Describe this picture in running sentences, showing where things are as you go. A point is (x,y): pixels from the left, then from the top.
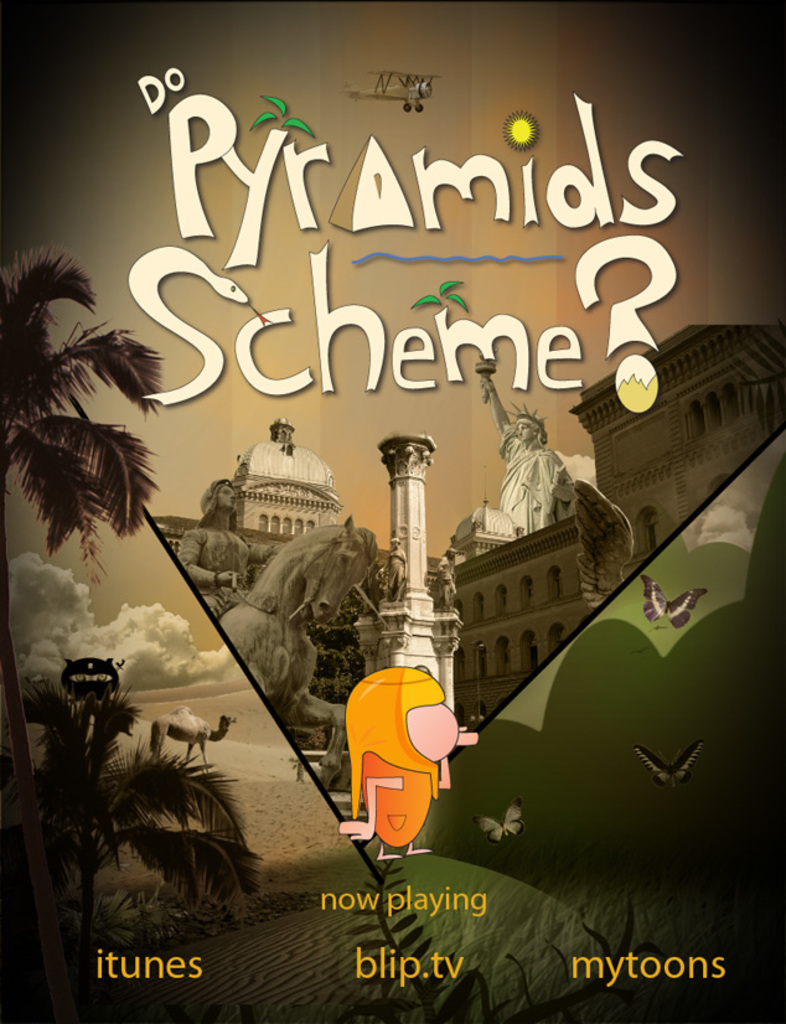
In this image I can see the poster (368,621) and I can see few buildings (476,584), butterflies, trees (2,449), statues (242,538) and something written on the poster (325,313).
